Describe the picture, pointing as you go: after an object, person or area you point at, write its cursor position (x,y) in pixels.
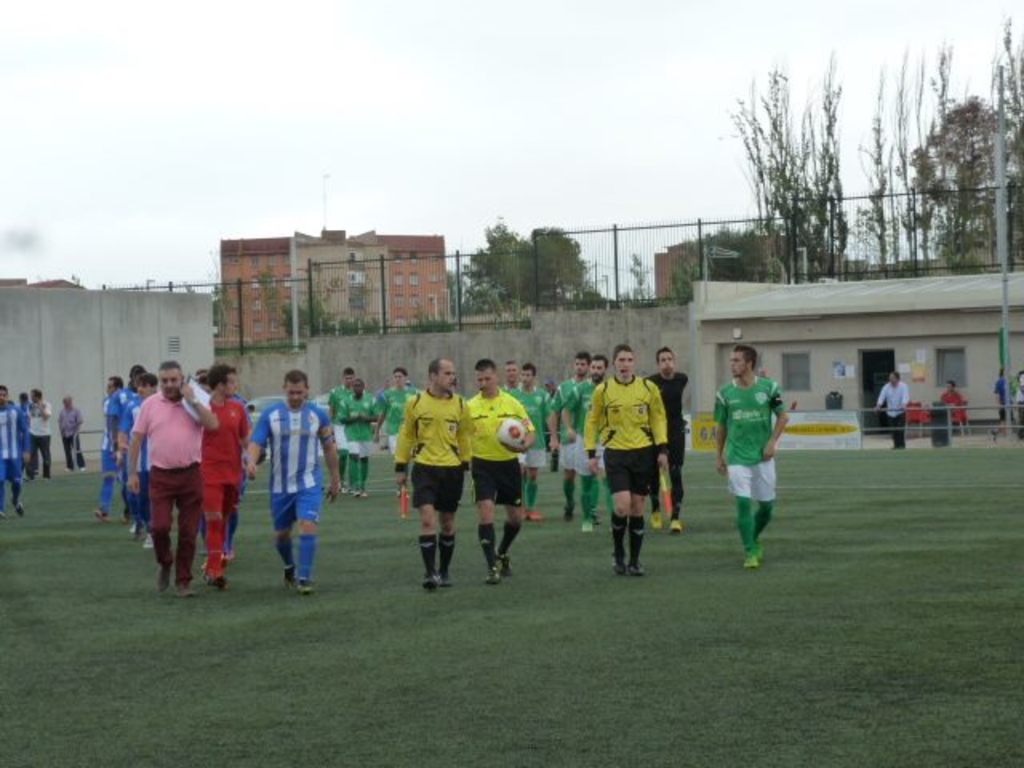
In this picture we can see a few people (414,475) are walking on the grass (544,524). A person (477,420) is holding a football (527,430) in his hand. There is some fencing (730,259) from left to right. We can see a poster (789,413) at the back (831,410). There are few trees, poles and buildings (260,319) in the background (964,188).
